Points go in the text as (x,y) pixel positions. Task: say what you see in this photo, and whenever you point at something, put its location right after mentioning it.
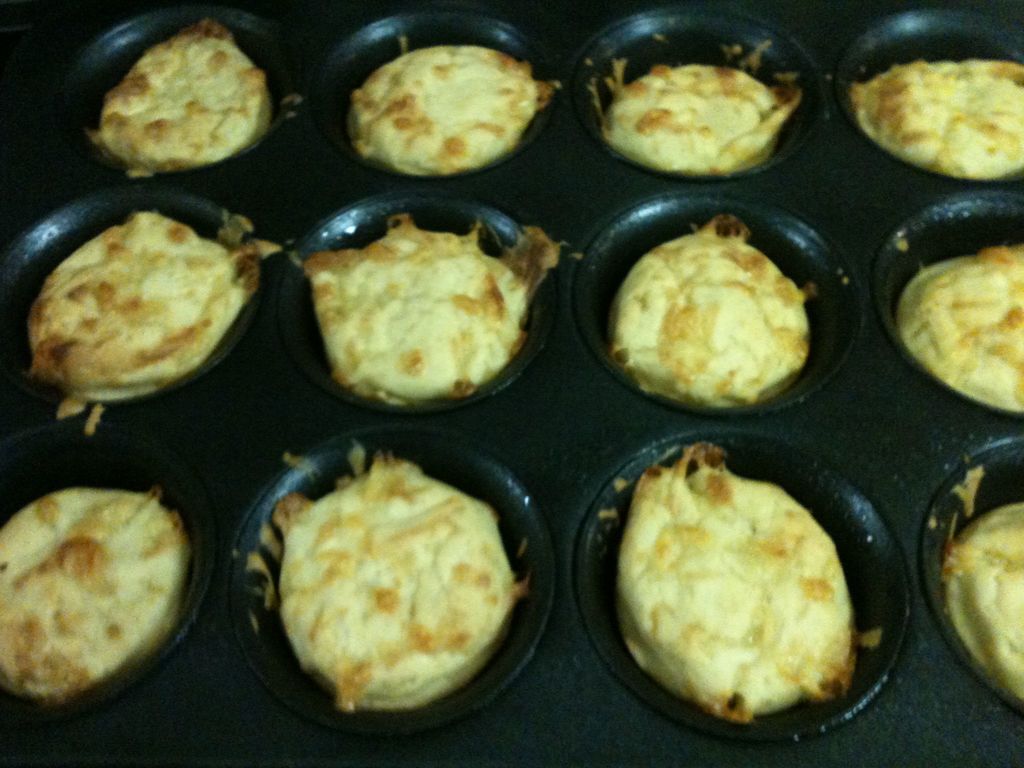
In the image I can see a tray (534,490) in which there is some food item (84,560).
